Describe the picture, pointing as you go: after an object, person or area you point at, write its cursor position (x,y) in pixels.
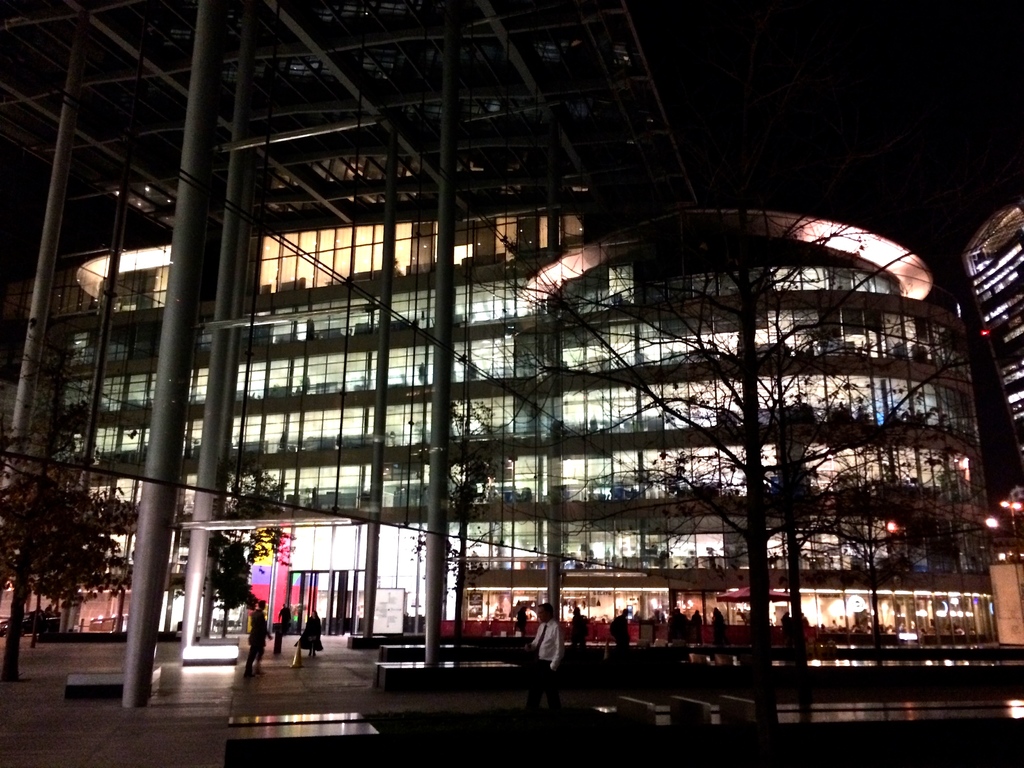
This image is taken during the night time. In this image we can see the building (364,398) with the glass windows (368,418) in the middle (359,430). In front of it there are so many pillars (183,380). On the right side (753,493) there are trees (723,504). At the bottom (720,620) there are few people (680,621) walking on the floor (184,738). On the left side (35,543) there are so many trees (11,546). In the middle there is an entrance (307,585).
